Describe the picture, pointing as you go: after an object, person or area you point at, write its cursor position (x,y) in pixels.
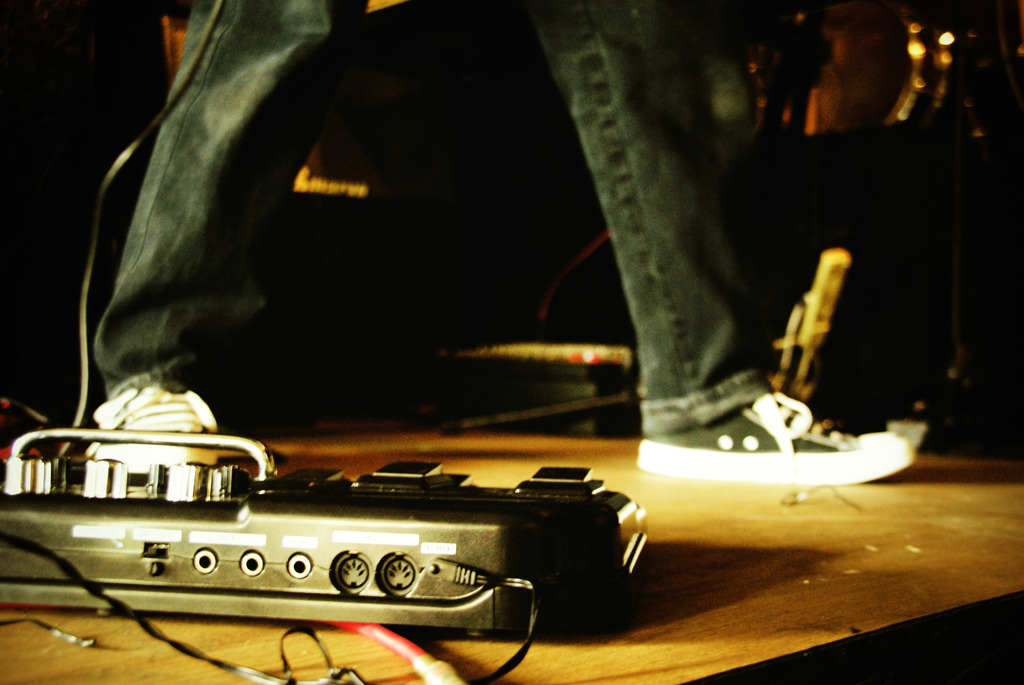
In this image in the front (318,519) there is an object (318,551) which is black in colour and in the center (652,250) there is the person (683,287).
